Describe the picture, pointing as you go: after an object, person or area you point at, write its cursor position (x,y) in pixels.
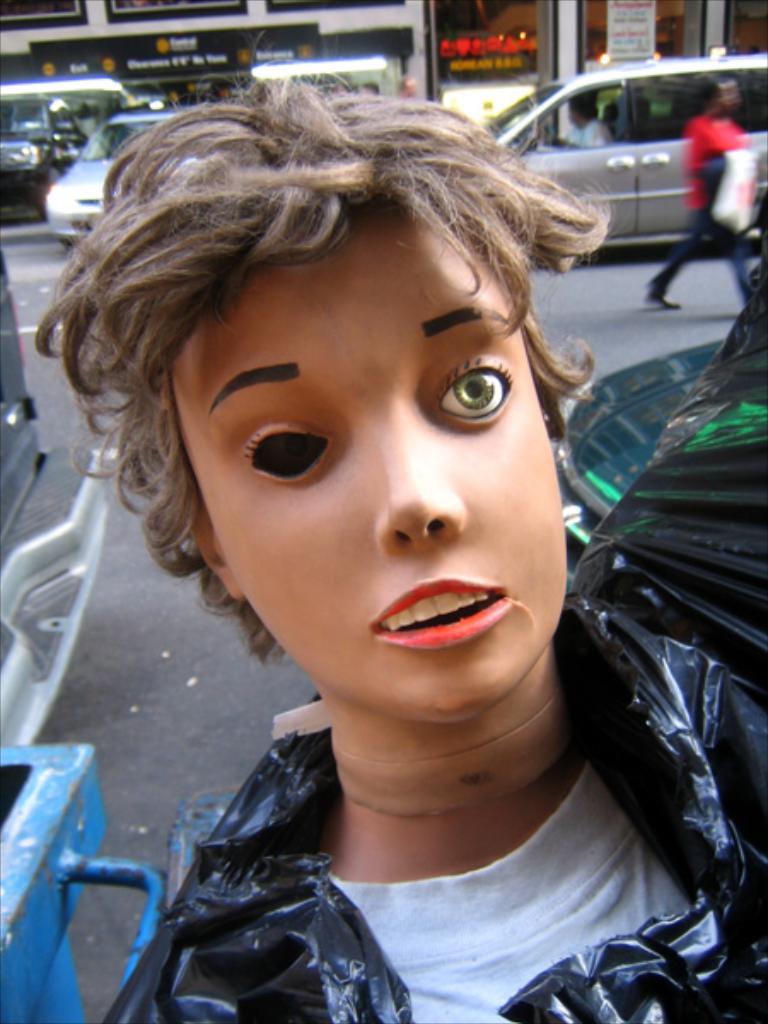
In this picture I can see there is a doll (439,627) and it has only one eye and there is a black color cover (612,724) wrapped around it. In the backdrop (527,4) there is a dustbin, there are few vehicles (638,144) parked and there is a person (699,232) crossing the road (624,321), there is a building (374,12) with glass doors (536,8).
